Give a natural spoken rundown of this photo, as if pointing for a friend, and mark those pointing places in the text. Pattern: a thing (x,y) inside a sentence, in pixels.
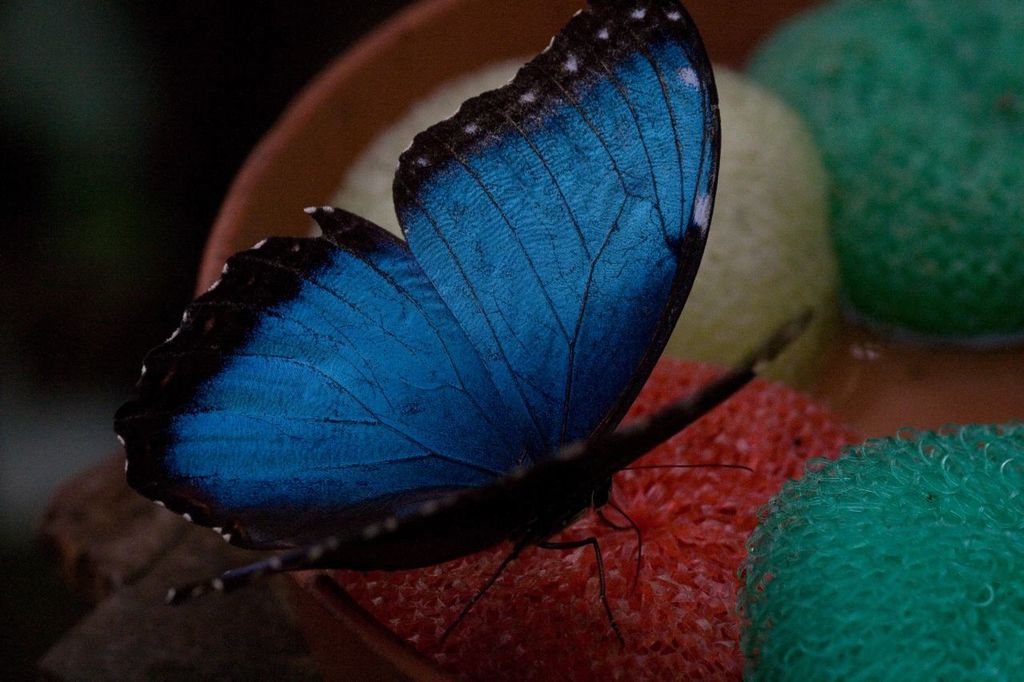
In this image we can see a butterfly (357,394) on the surface (691,451).
